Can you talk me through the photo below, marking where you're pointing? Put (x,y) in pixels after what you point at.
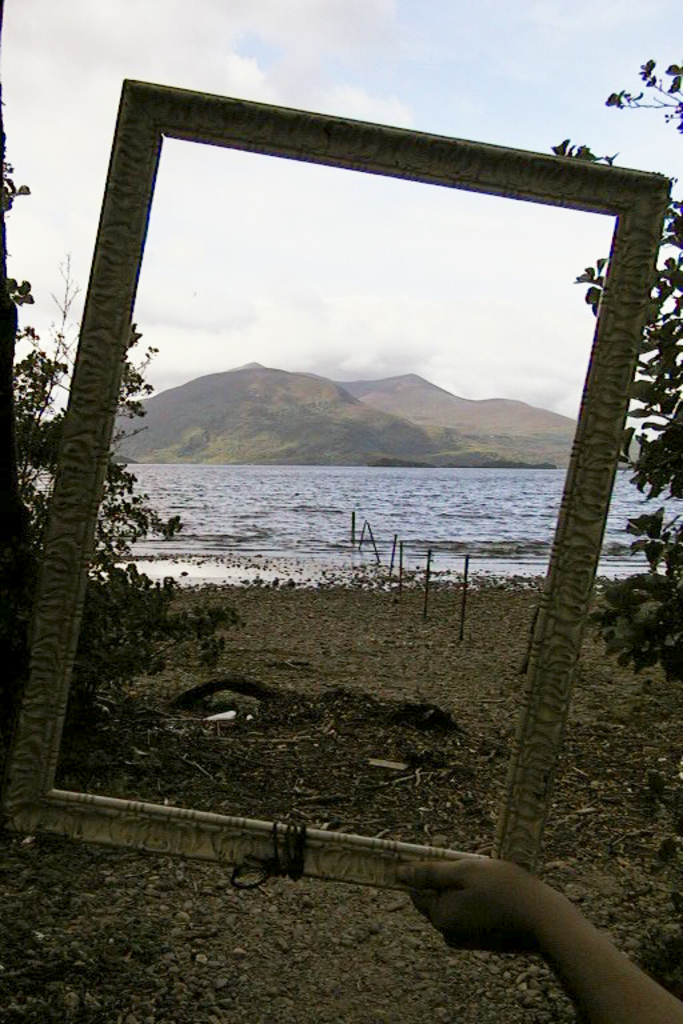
In this image I can see a human hand (647,978) is holding the frame (434,158). In the middle (298,503) there is water (386,527). At the back side (340,414) there are hills (408,393), at the top (467,108) it is the cloudy sky (470,95).
